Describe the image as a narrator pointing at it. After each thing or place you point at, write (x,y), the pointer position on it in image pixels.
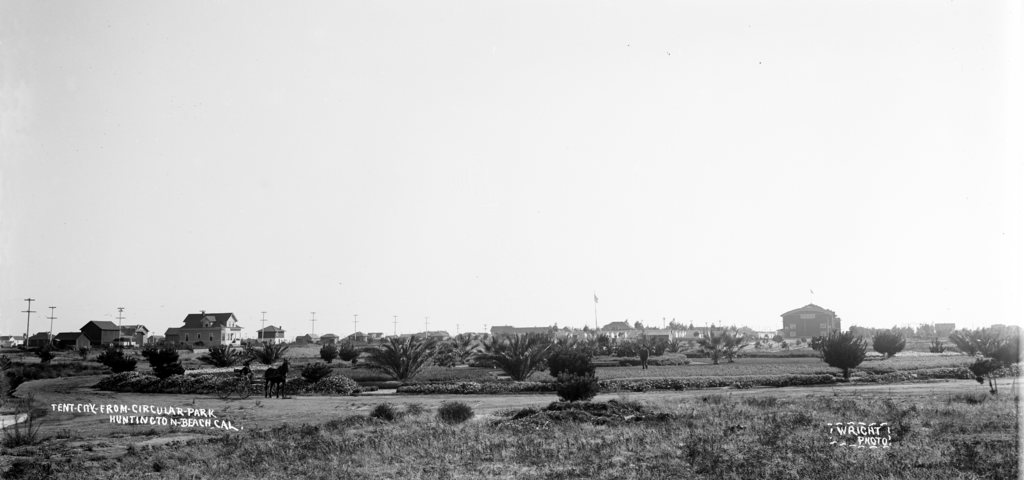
This picture shows trees (532,361), plants (471,352), buildings (508,335) and few poles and we see text (153,425) at the bottom left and right of the picture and we see grass (513,467) on the ground (764,459) and couple of flag poles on the buildings (813,312) and we see a cloudy sky (591,172).
